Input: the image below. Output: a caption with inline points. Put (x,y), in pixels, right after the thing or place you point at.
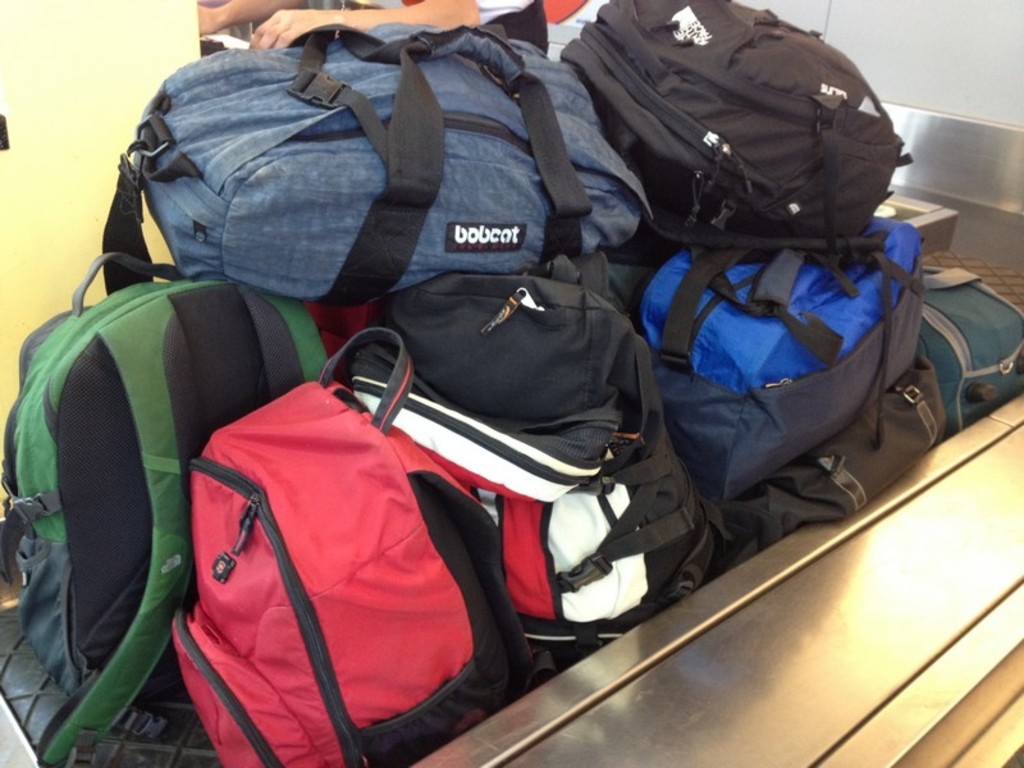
In this image I see lot of bags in front (214,96). In the background (275,11) I see 2 person's hand (287,26).
